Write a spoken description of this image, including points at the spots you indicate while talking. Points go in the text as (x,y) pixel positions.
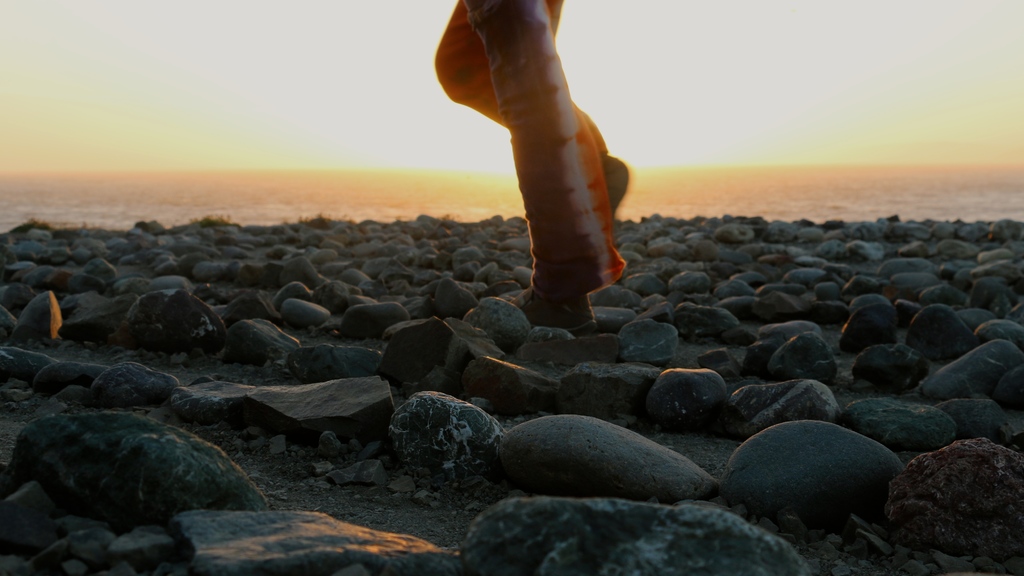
In this image there are rocks (361,234), on that rocks (320,234) there are legs (512,120), in the background (501,188) it's looking like sea (284,185).
